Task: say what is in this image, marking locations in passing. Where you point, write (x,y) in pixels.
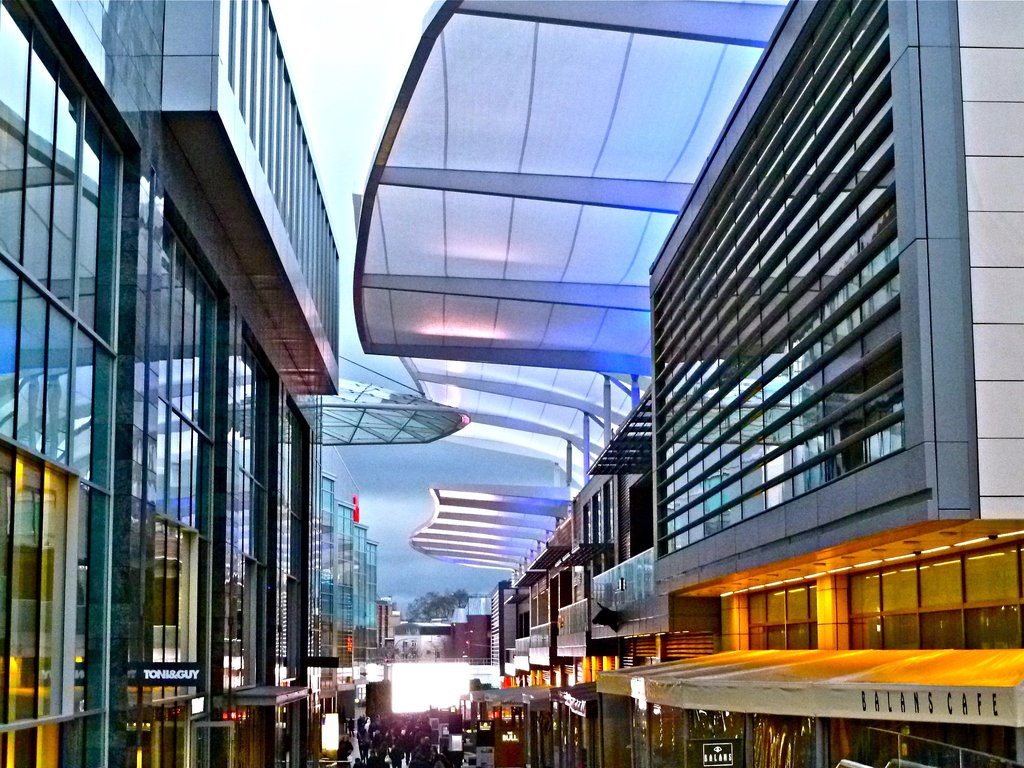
On the sides there are buildings (638,463) with glass walls (22,485). At the bottom (403,735) there are few people (412,720). In the background (399,523) there is sky (384,464).
